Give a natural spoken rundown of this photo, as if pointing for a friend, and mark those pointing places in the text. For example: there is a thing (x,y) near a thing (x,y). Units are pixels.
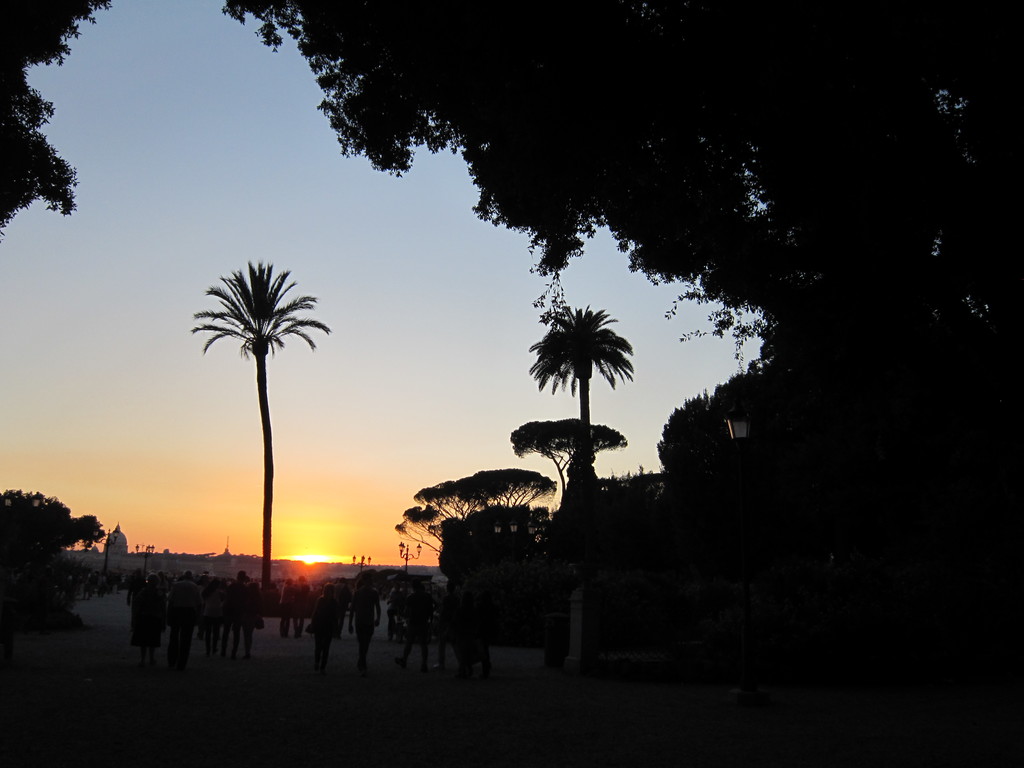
In this picture I can see group of people (416,593) standing, there are trees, and in the background (313,273) there is sky (300,248).
